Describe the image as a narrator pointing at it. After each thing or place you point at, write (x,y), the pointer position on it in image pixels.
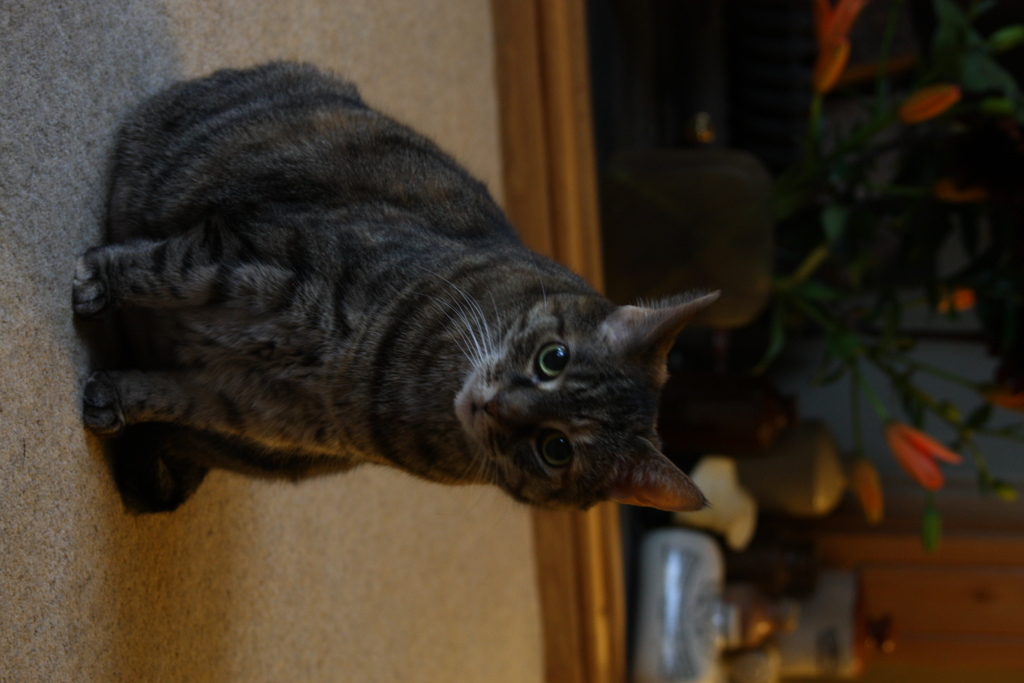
In the picture I can see a cat (451,456) is sitting on the floor (214,512). In the background (779,343) I can see a plant pot (855,377) and some other objects (778,413). The background of the image (821,377) is blurred.
